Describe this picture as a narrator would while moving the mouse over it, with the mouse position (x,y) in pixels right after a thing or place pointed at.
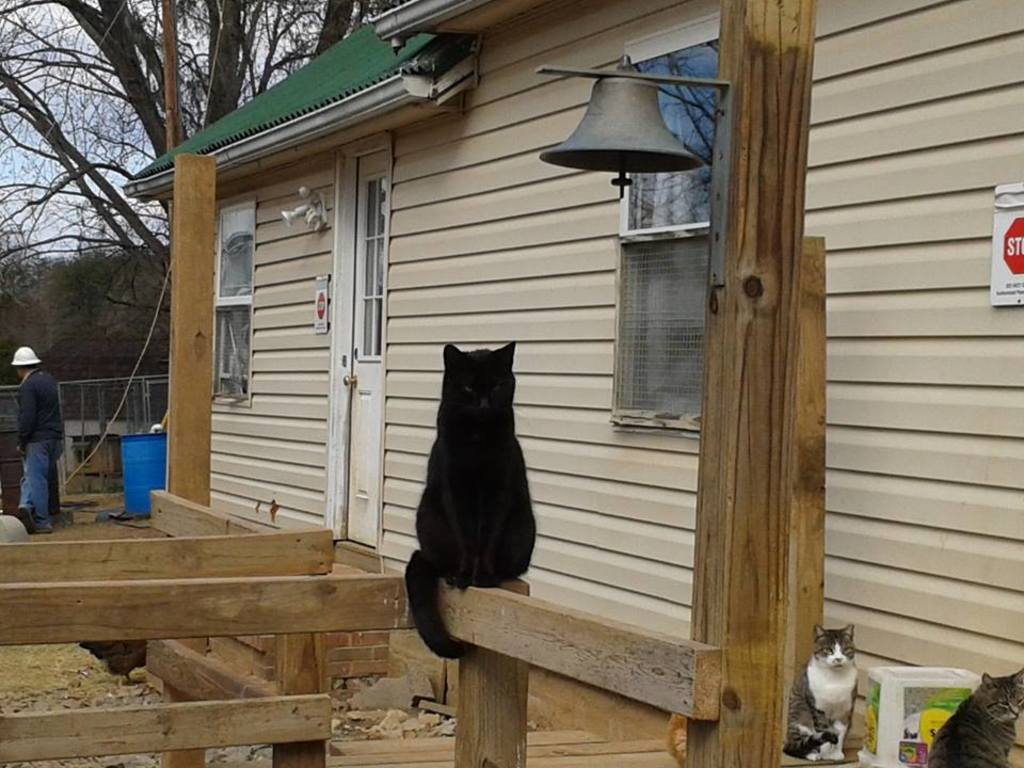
In this picture I can see a house (622,383) and I can see few cats (799,742) and a man (40,381) standing, he wore a cap (35,359) on his head (25,367) and I can see trees (160,37) and a bell (649,128) and I can see a board (1011,282) with some text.
